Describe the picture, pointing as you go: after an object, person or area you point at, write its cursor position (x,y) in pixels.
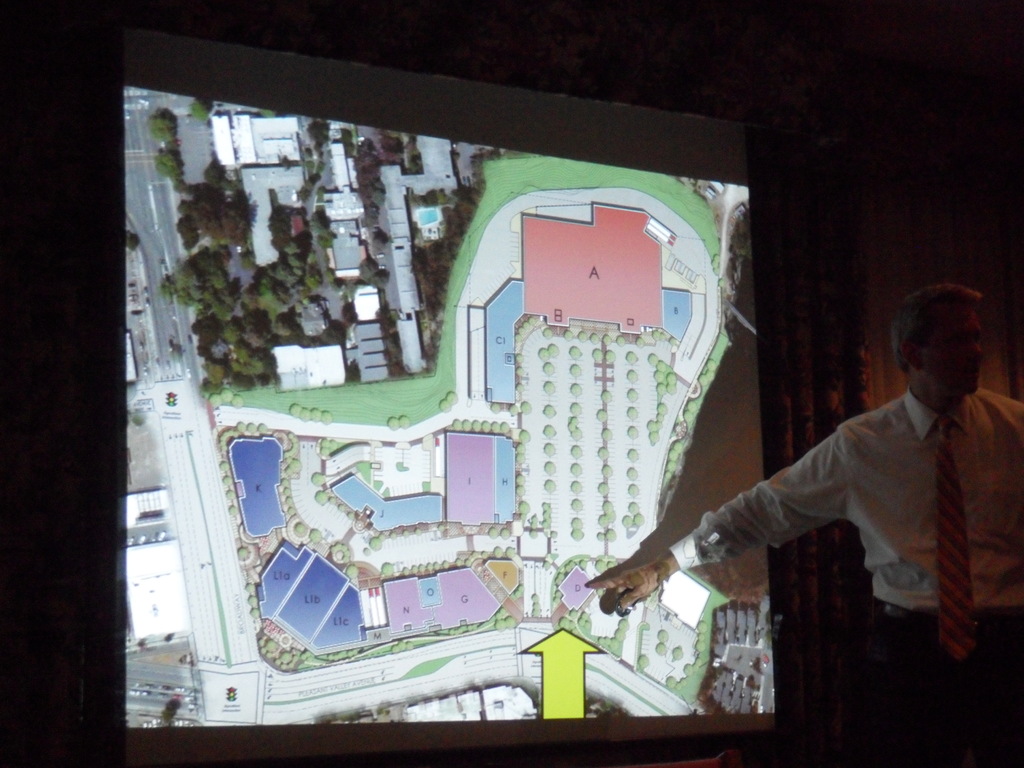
In the foreground of this image (953,460), there is a man (999,473) standing on the right (976,598) and he is pointing to a screen (342,380) in the dark.
